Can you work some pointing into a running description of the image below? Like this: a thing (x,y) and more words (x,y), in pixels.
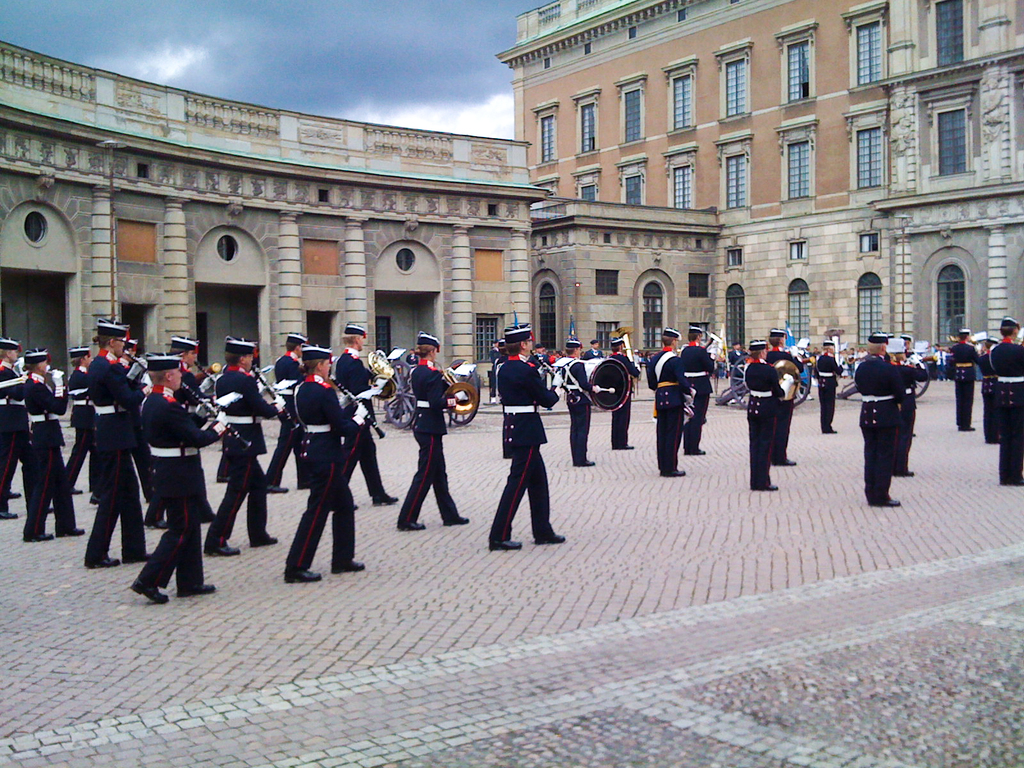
In this picture we can see some people (429,389) are standing and playing musical instruments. In the background of the image (970,120) we can see the buildings (555,327), windows (950,150), doors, cannons (400,385). At the bottom of the image (412,660) we can see the floor (373,622). At the top of the image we can see the clouds (402,32) are present in the sky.
